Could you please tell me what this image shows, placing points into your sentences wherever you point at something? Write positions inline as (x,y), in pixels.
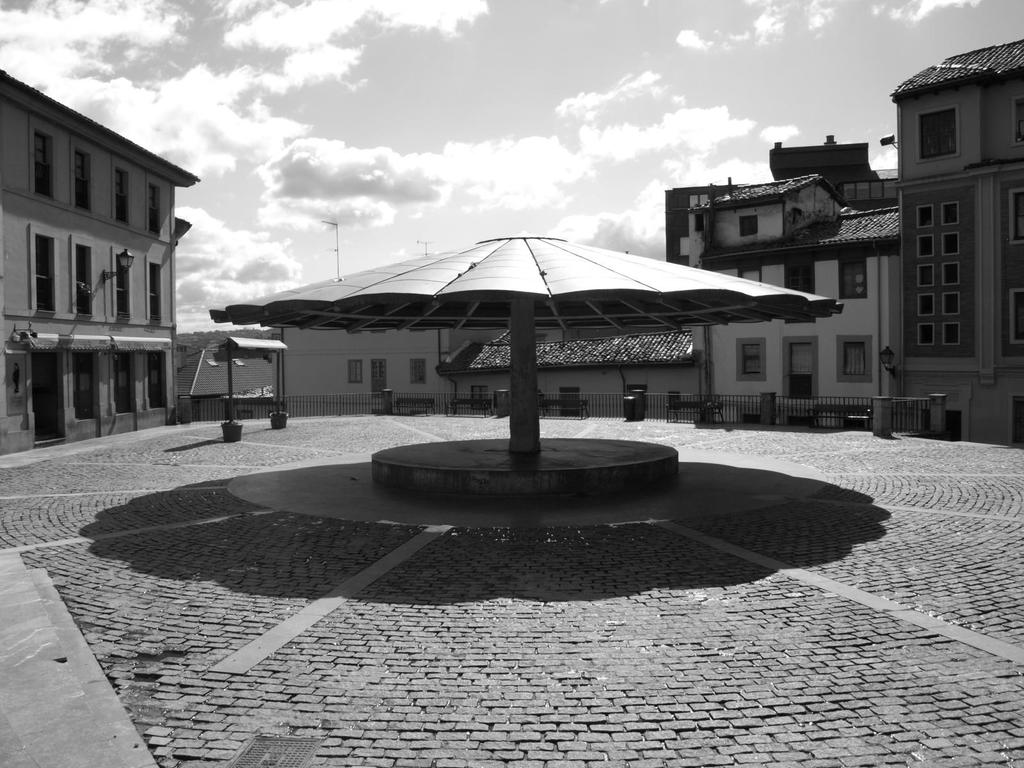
In this picture we can see the ground (491,597), shelter (573,293), fence (909,412), benches (459,403), buildings (473,350) with windows (163,365), some objects (878,412) and in the background (765,44) we can see the sky (593,57) with clouds (649,97).
